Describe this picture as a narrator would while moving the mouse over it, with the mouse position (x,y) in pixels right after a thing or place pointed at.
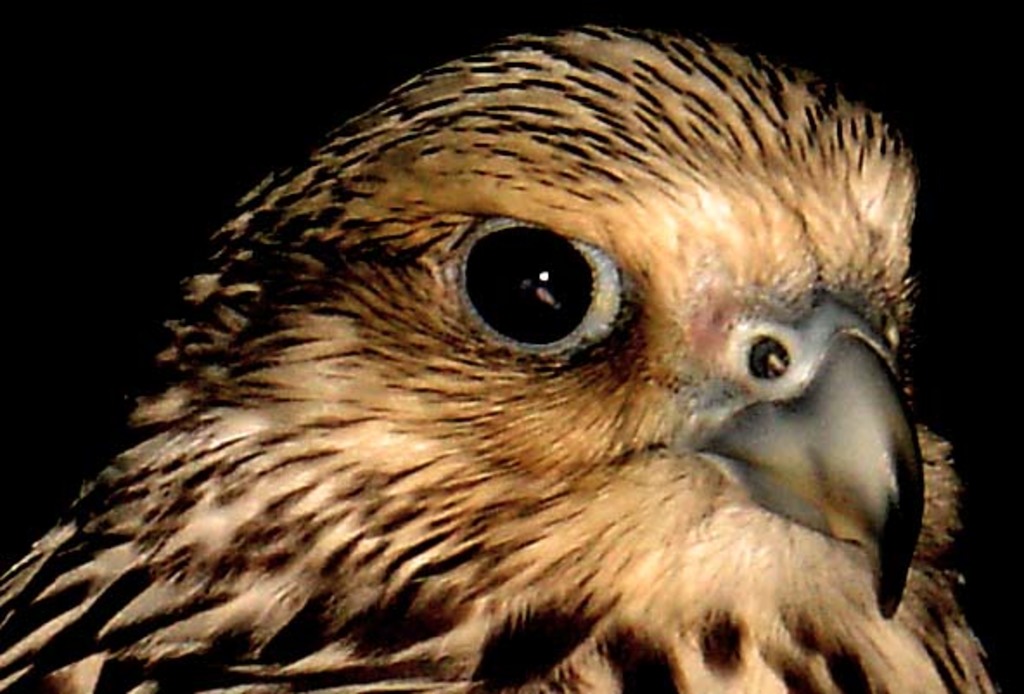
It is a zoomed in picture of a bird (522,536) and the background of the image (110,21) is in black color.
